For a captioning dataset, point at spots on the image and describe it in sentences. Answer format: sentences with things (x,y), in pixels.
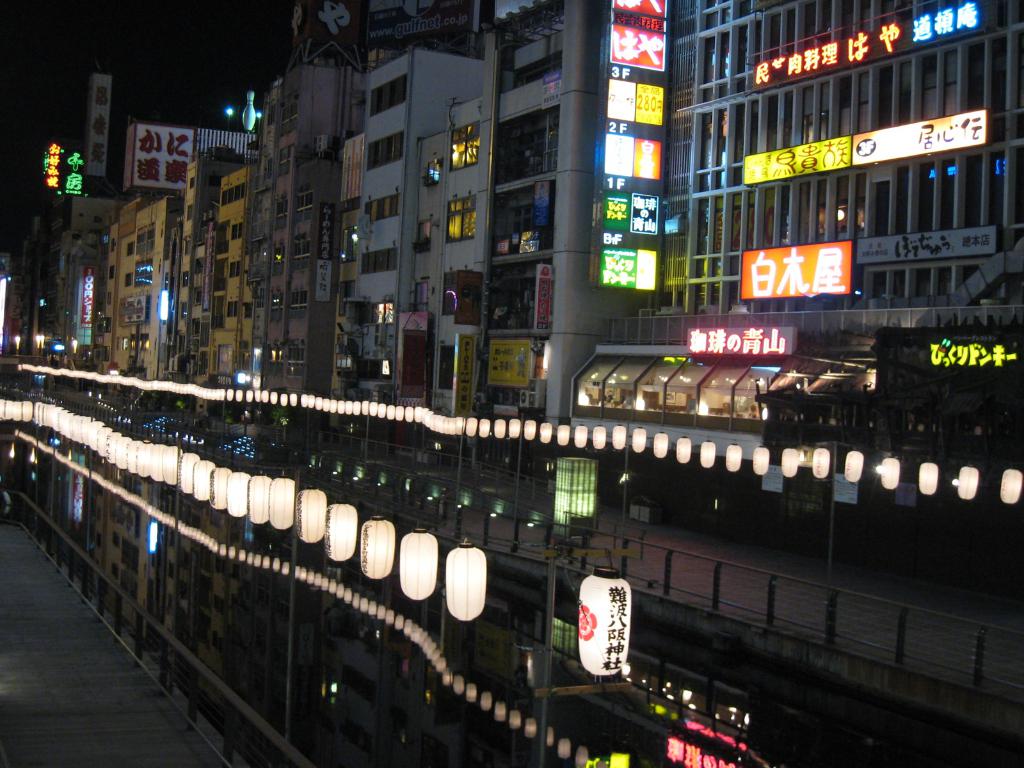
In this image we can see lights (156,533), poles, fence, boards (606,156), and buildings (716,280).
